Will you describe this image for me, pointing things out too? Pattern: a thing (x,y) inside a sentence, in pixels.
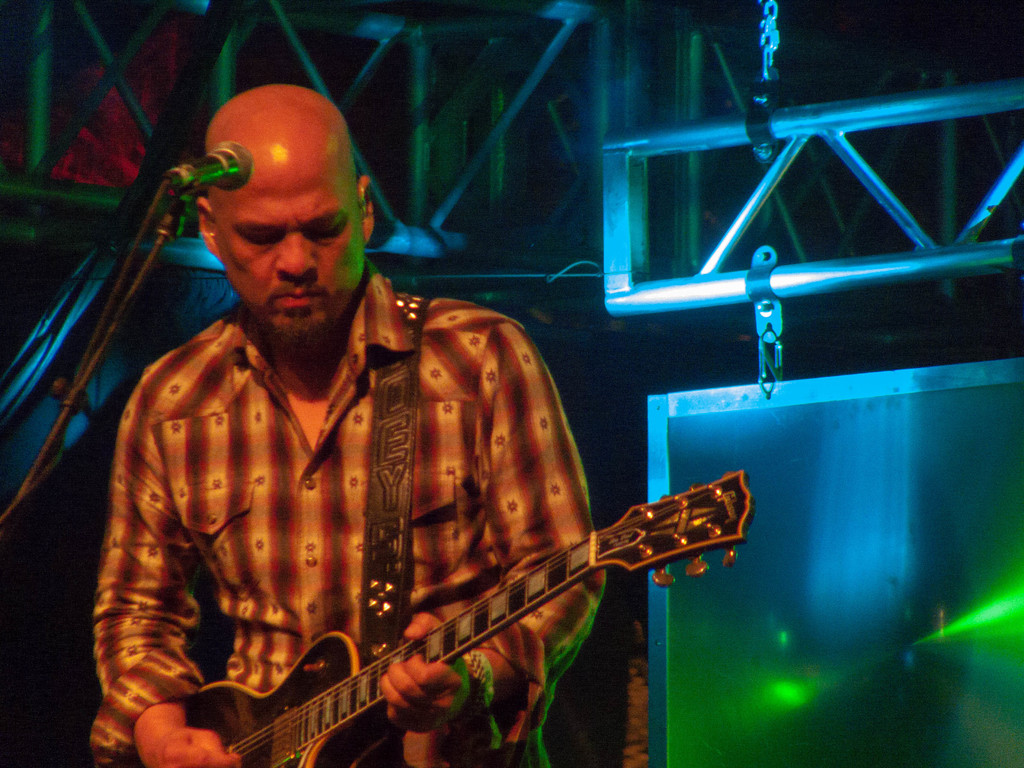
Here is a man (276,437) standing and playing guitar (456,652). This is the mic (214,178) attached to the mike stand (80,380). At background (685,302) I can see some object (847,511) hanging, this looks like a metal object (889,203).
